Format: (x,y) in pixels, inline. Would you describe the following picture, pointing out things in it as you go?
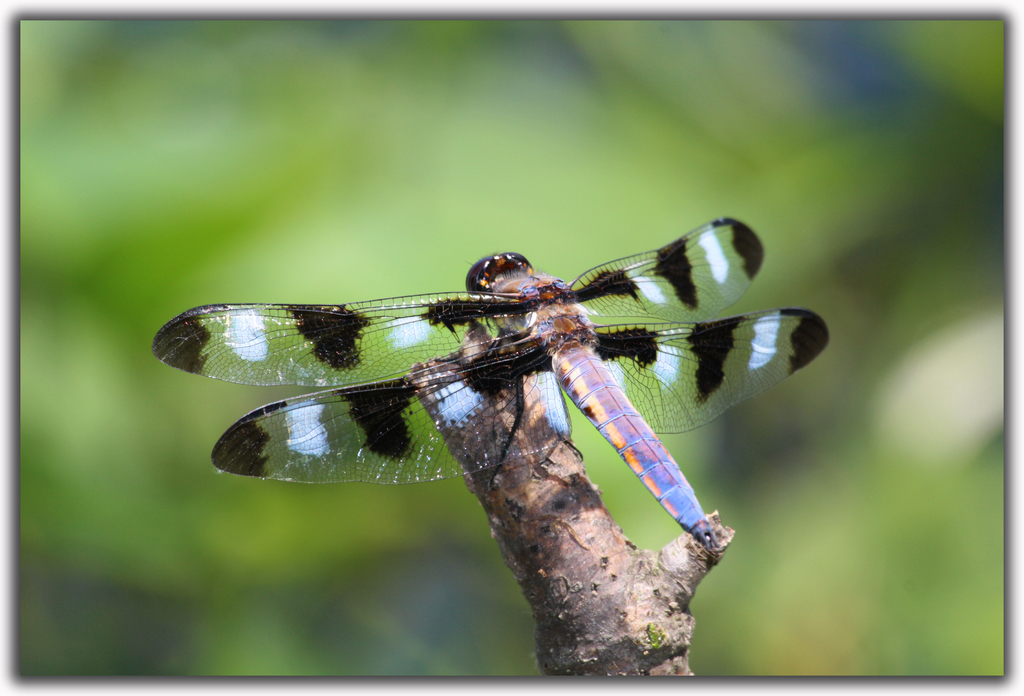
In this image in front (173,361) there is a fly (737,243) on the branch (577,546).
